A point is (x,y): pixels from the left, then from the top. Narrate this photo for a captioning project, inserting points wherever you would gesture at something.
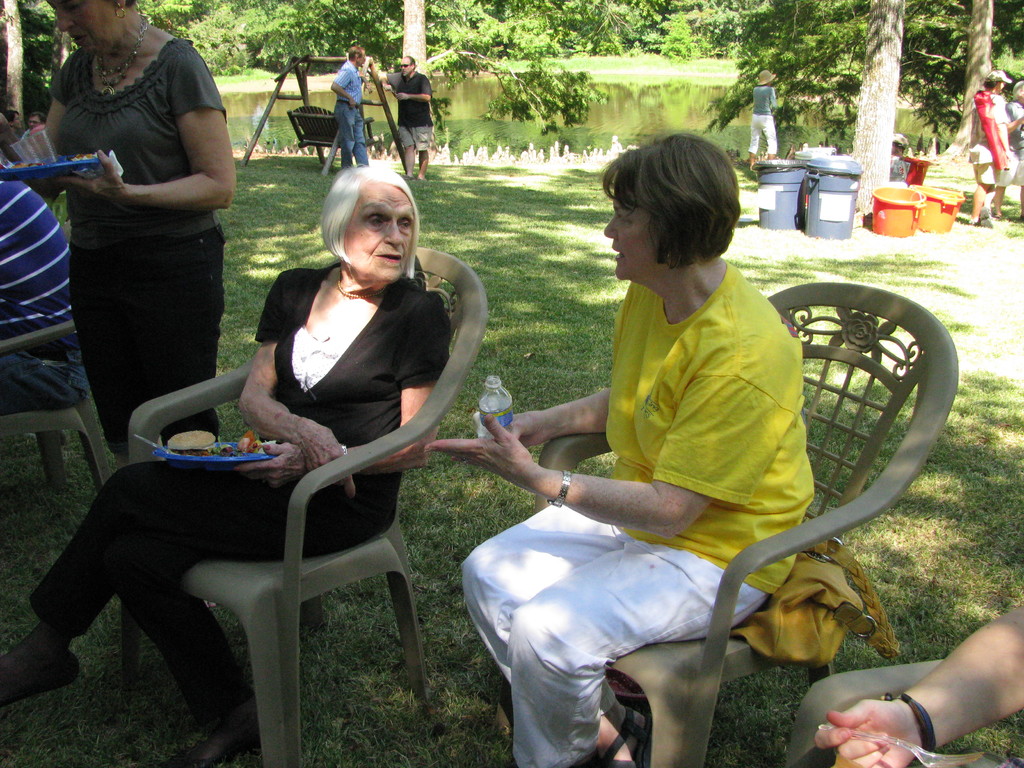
As we can see in the image there are trees (795,5), water (598,106), people (201,115), tubs (890,223) and grass (527,239).
